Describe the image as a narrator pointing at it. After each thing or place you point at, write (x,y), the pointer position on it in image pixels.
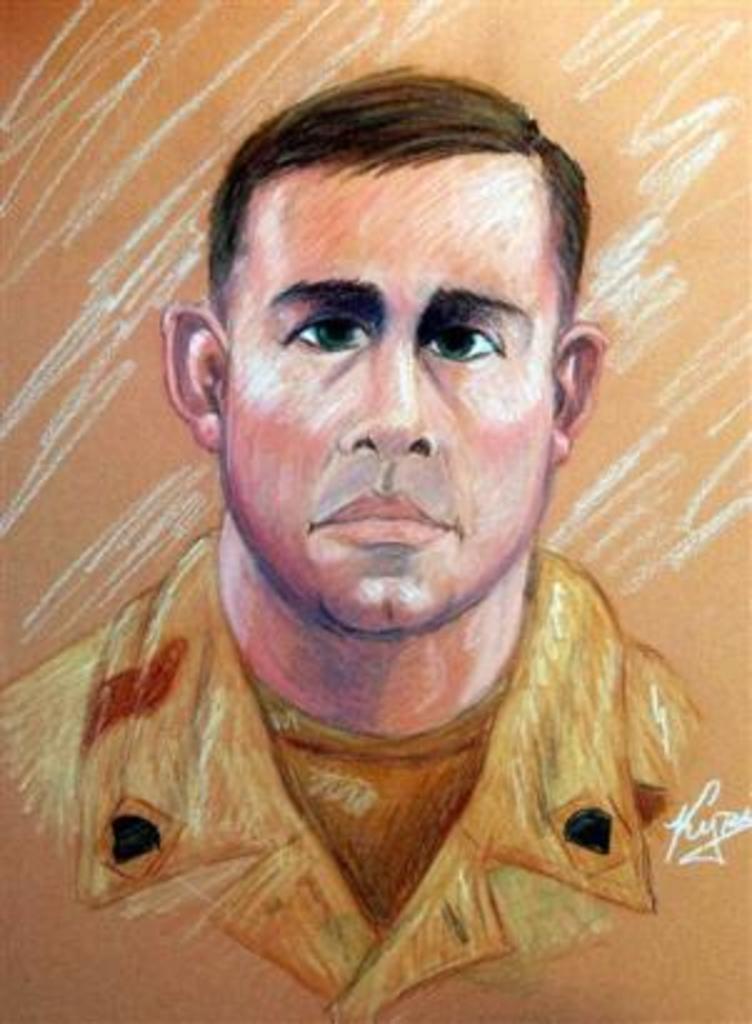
This is a painting. In this image there is a painting (455,269) of a person (467,275) and at the bottom right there is a text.
